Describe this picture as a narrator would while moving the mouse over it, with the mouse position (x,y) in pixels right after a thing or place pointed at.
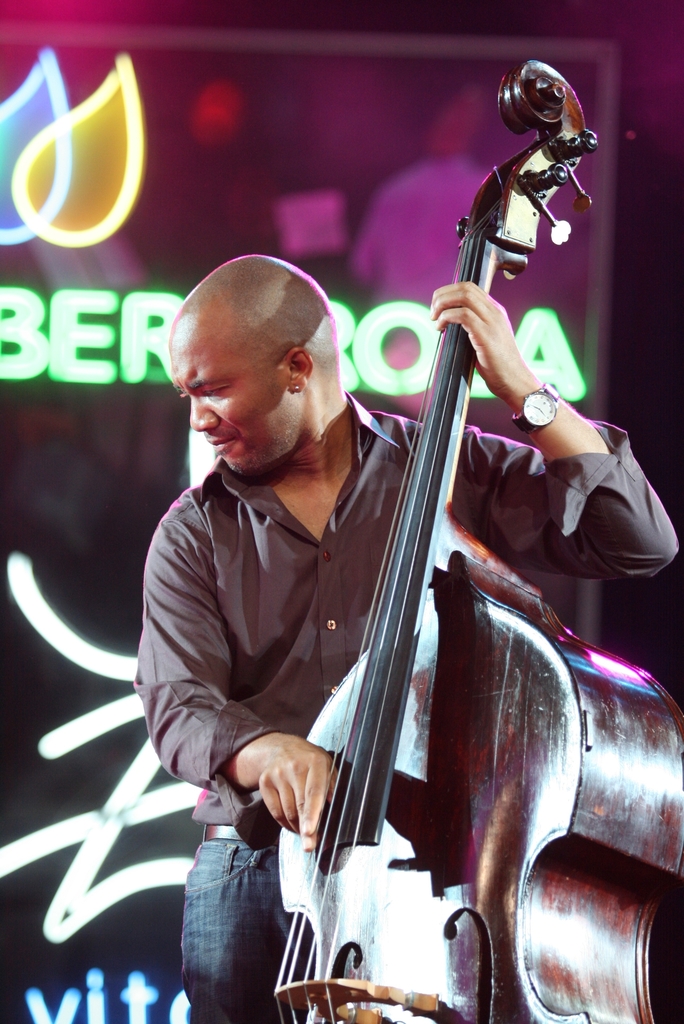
Here is a man (215,861) standing and playing double bass music instrument (417,768). At background (68,378) I can see colorful logo (87,323) with some name (113,336) written on it.
